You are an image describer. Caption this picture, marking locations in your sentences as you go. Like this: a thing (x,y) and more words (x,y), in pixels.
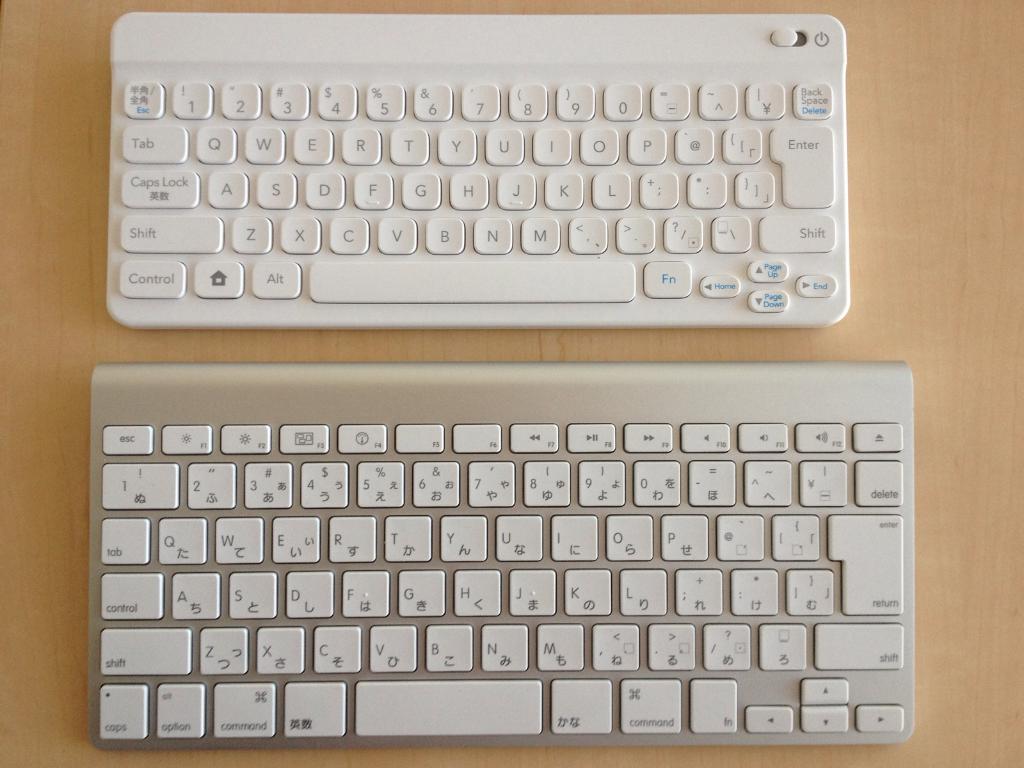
This image consists of keyboards (625,326) which are on the brown colour surface (984,437).
